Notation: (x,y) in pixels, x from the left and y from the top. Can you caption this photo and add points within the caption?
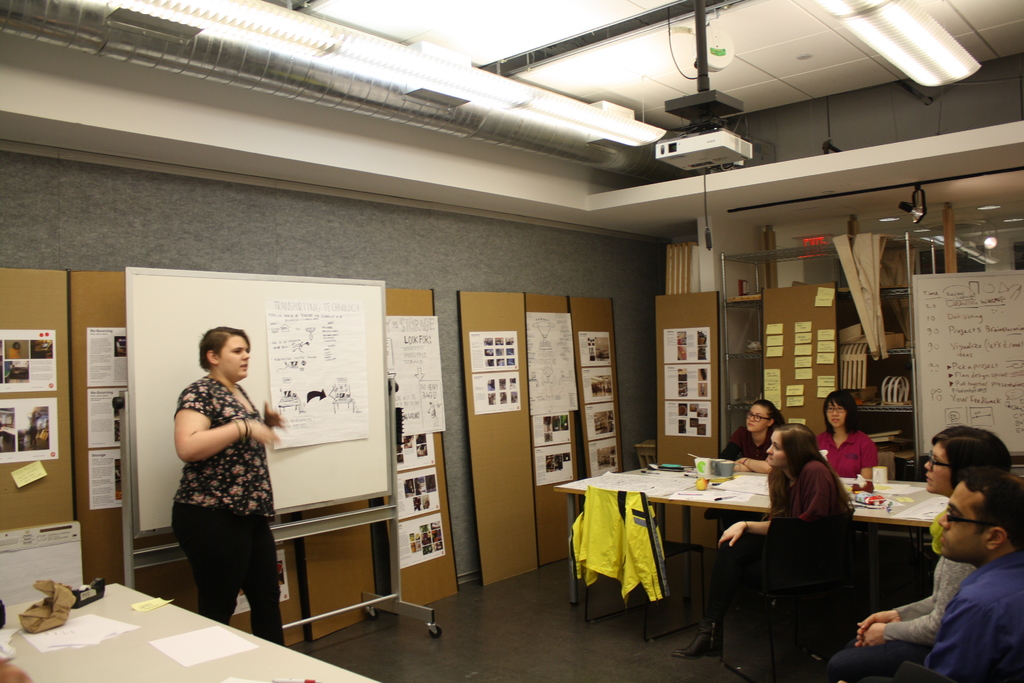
In this image we can see a woman (245,338) standing on the floor (431,638). We can also see a group of boards (155,366) with some papers (286,371) on them. We can also see some pictures (297,401) and text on those boards (338,465). On the right side (966,611) we can see a group of people (953,612) sitting on the chairs (766,583) beside a table (650,500) containing some papers (684,488) and objects (866,502) on it. We can also see a shirt (628,584) on a chair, a curtain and a table (116,649). On the top of the image (708,136) we can see the projector (720,142) and some ceiling lights (498,91) to a roof (371,124).
